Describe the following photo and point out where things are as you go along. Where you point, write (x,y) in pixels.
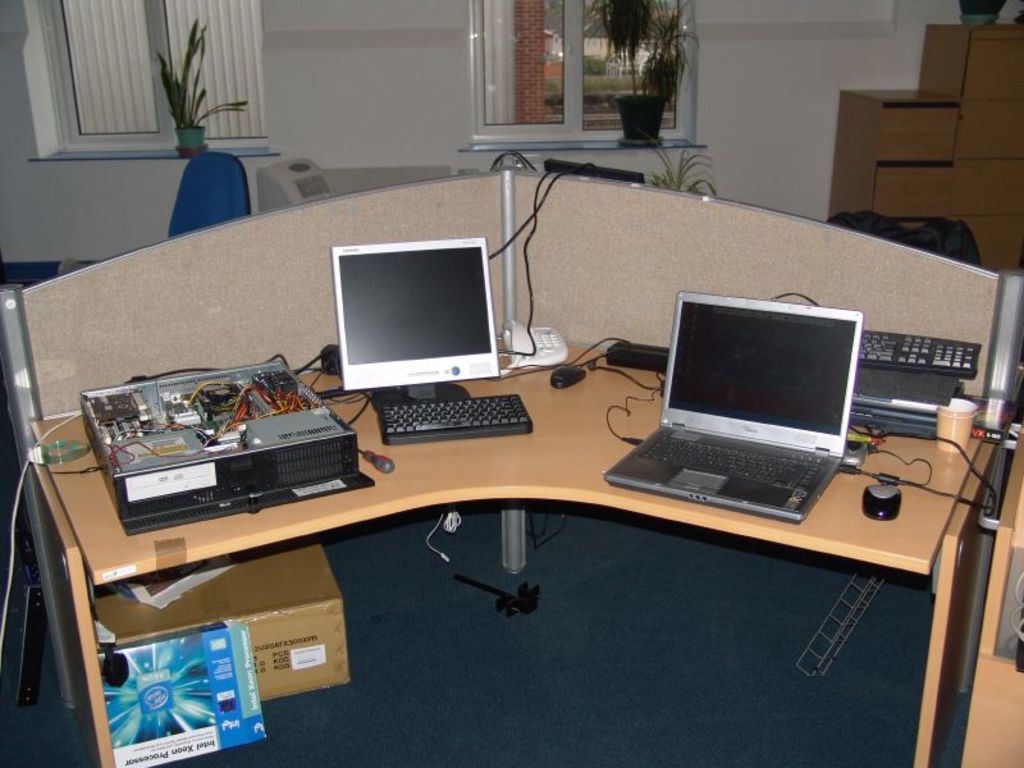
In this image, we can see laptops (723,353), keyboards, mouses (880,491) and some other cables (239,419) and objects (224,442) are on the table (414,481). In the background (191,63), there are windows (573,23), flower pots (626,14), boxes (967,180) and a chair (191,179) and there are some other objects (406,177). At the bottom (295,638), there are boxes (244,642) on the floor (425,708).
